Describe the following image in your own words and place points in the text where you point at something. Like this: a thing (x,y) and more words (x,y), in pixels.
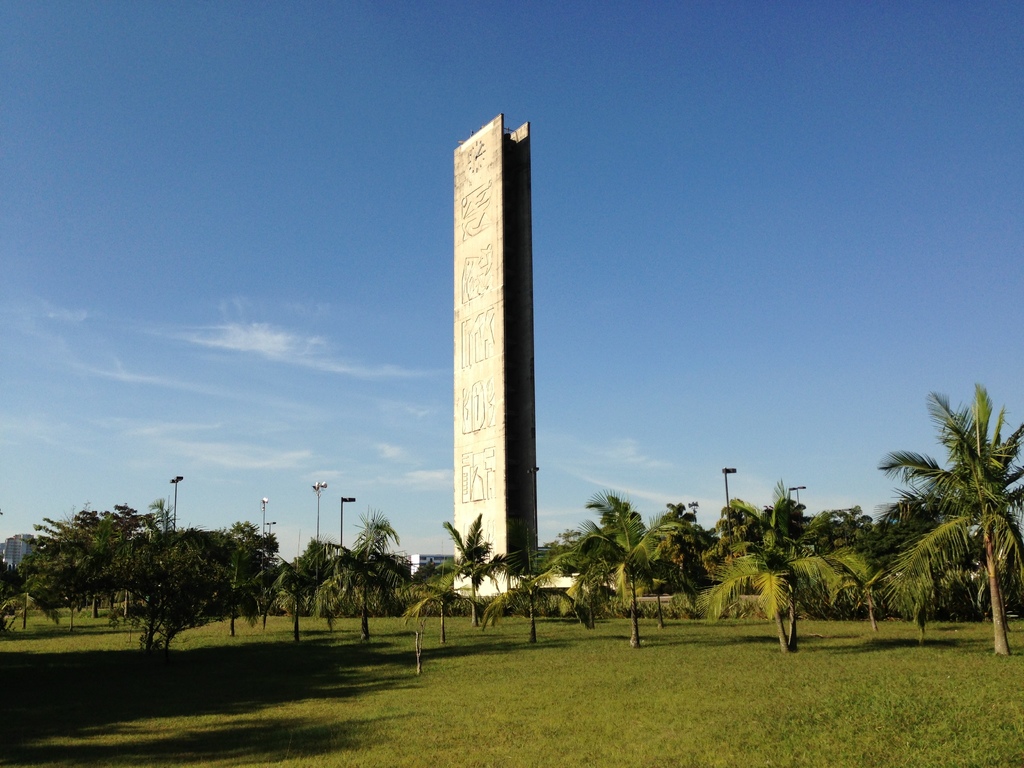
This image is clicked in a garden (466,700). At the bottom (505,700), there is green grass (282,683). In the background (545,598), there are trees (242,594) and there is a big wall (482,332). To the top (117,200), there is sky (169,330).
